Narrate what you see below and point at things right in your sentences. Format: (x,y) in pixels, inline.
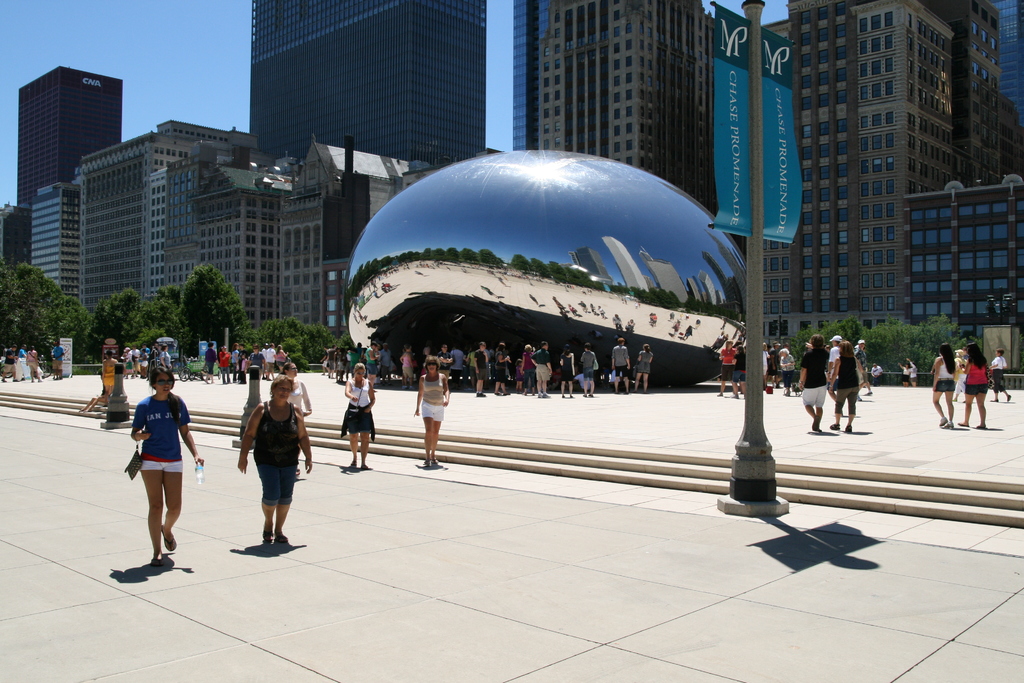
In front of the image there is a banner (785,242) on the pole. There are people (185,408) walking on the road (420,473). There are stairs (309,422). There is a sculpture (656,369). There are boards (66,359), trees (119,343), buildings (284,289). At the top of the image (197,55) there is sky (186,38).
